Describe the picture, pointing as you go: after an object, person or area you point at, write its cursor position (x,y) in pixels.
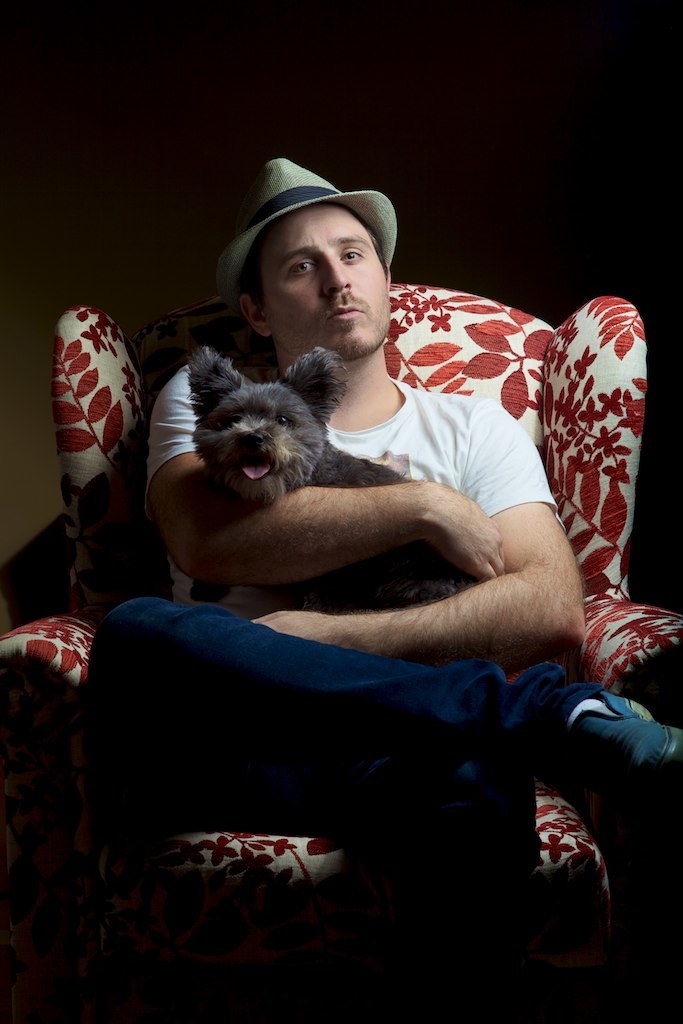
In the image we can see there is a person (440,688) who is sitting on chair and holding dog (333,460) in his hand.
